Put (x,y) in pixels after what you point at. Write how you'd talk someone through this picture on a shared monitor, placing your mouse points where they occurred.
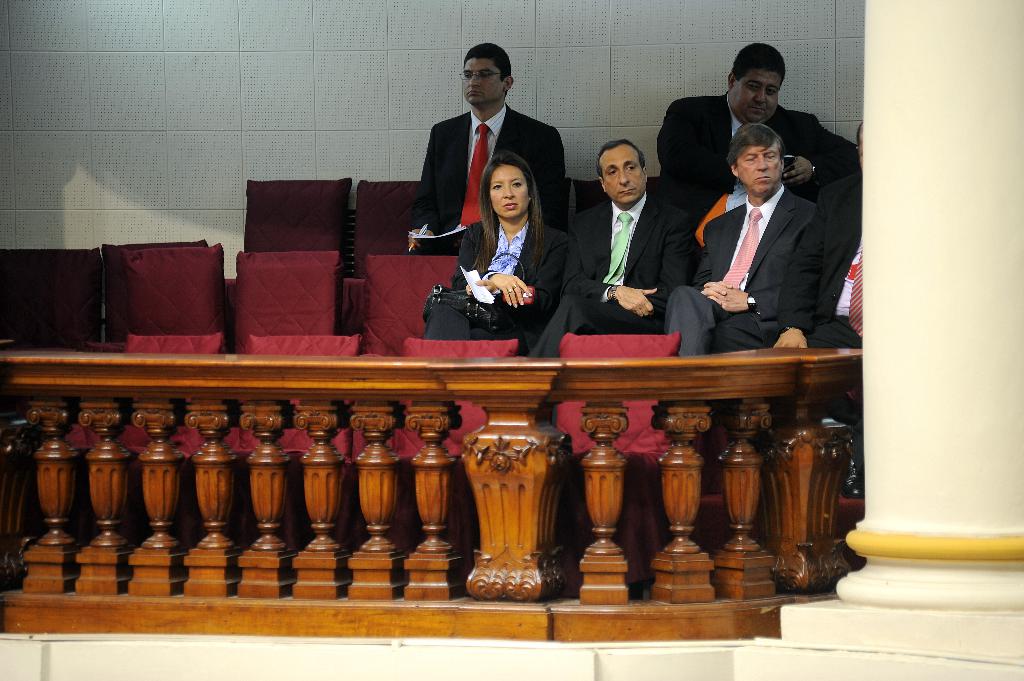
Here a beautiful woman (503,291) is sitting, looking at this side. She wore coat (507,313), trouser (451,320). 4 Men (477,202) are sitting on the chairs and observing this.
